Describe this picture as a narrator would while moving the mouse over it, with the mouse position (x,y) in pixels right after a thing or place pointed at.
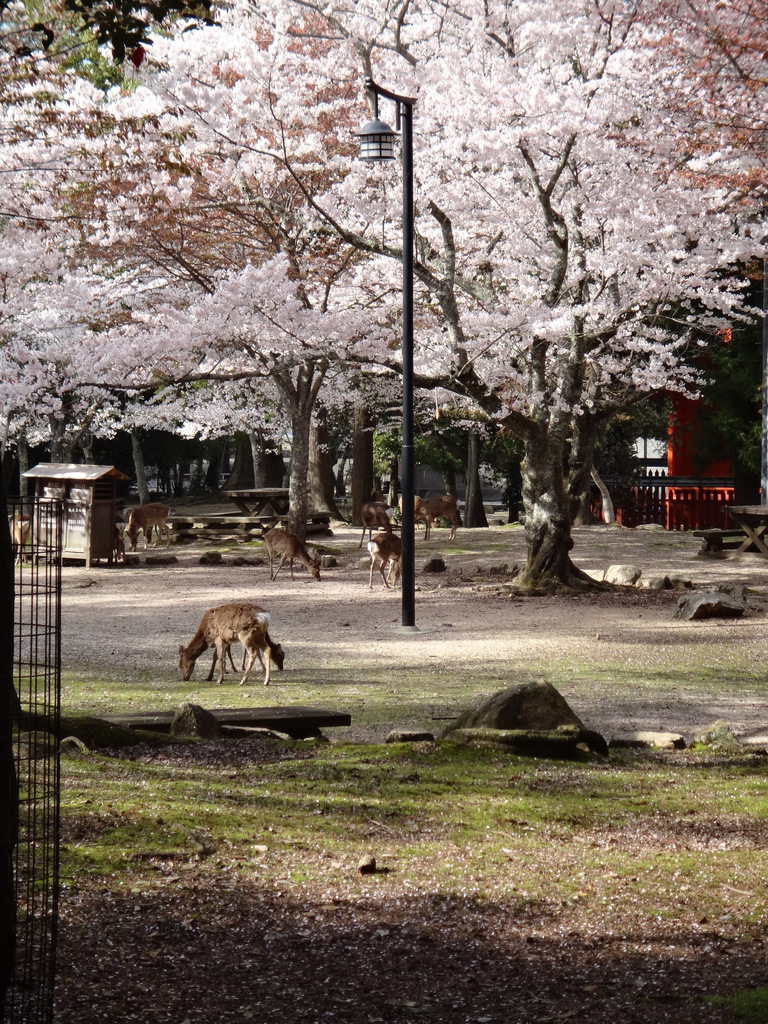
In this image in the center (261,626) there are some animals (215,655) and at the bottom (190,898) there is grass (692,849) and a fence (58,658), in the background (177,423) there are some trees (159,425) and houses (92,530). And in the center (405,561) there is one pole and street light (375,140).
